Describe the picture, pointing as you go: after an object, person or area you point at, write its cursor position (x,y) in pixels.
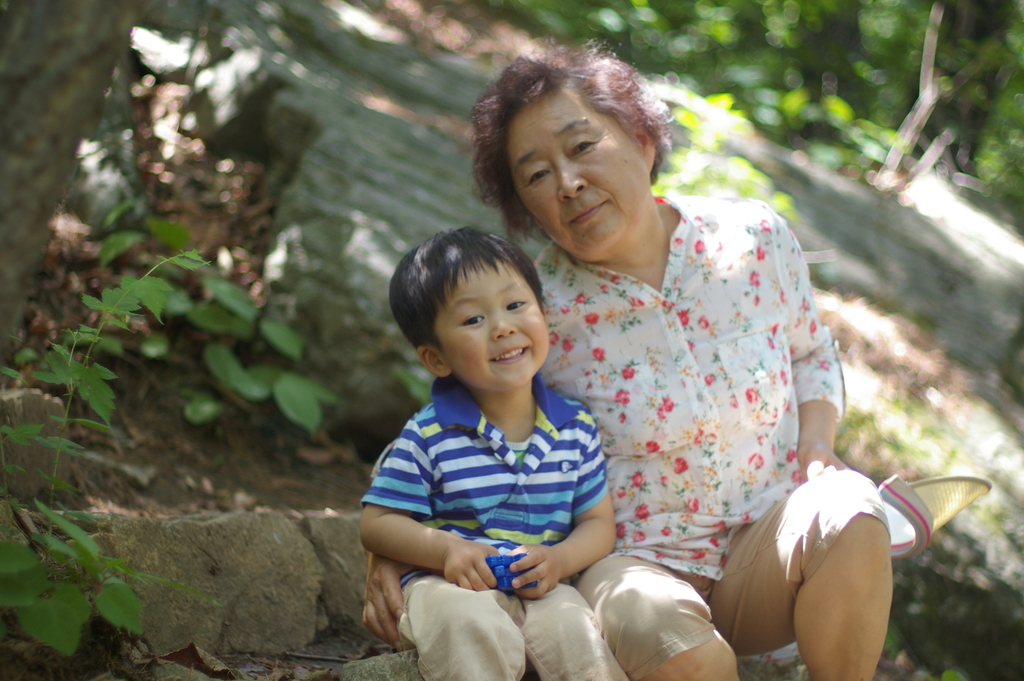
In this picture we can see an old woman (696,373) wearing white and red flower shirt (711,413), sitting with the small boy (560,495), smiling and giving a pose. Behind there is a tree trunk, rocks (389,66) and some trees (625,41).
